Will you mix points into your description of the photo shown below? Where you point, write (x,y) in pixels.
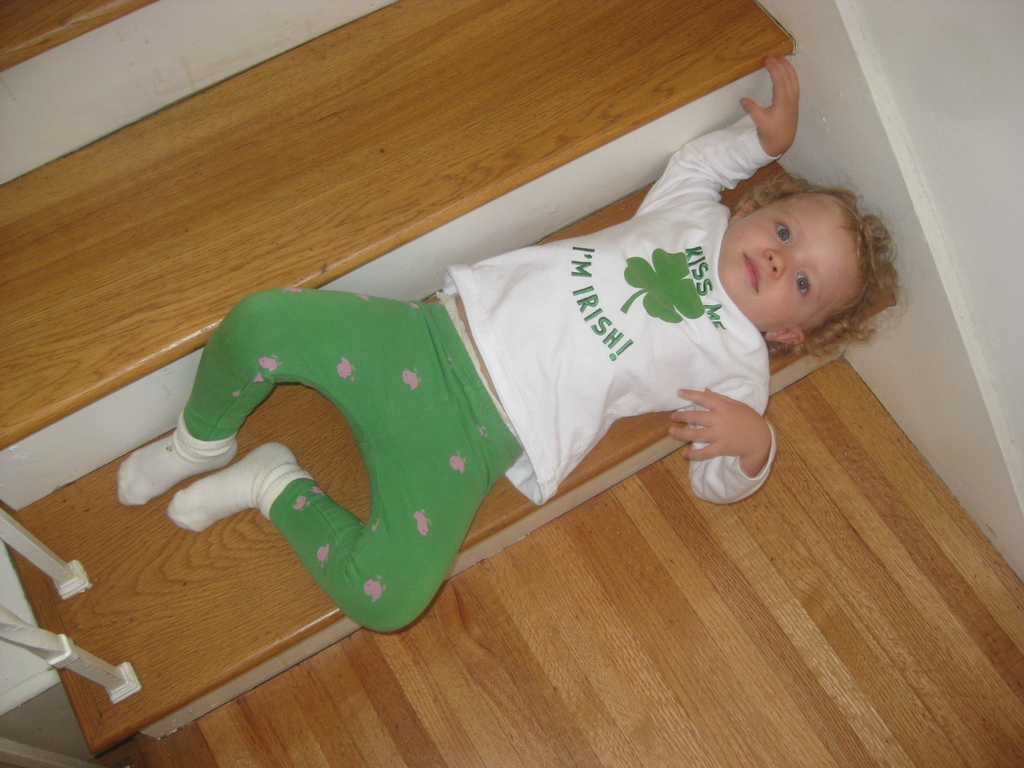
In this image I can see stairs (152,189) and here I can see a child (492,444). I can see this child (642,339) is wearing white colour t shirt (598,333), green pant (368,442), white socks (204,466) and on this dress (618,282) I can see something is written.
